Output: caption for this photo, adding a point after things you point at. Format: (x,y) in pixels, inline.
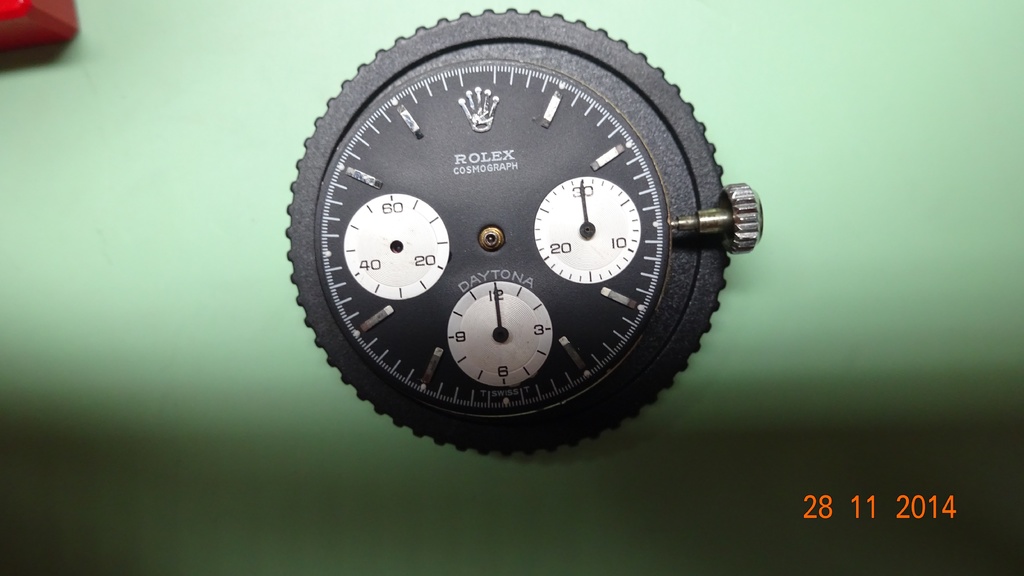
In this image I can see a watch part (604,281), numbers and green color background (940,319). This image looks like an edited photo.
